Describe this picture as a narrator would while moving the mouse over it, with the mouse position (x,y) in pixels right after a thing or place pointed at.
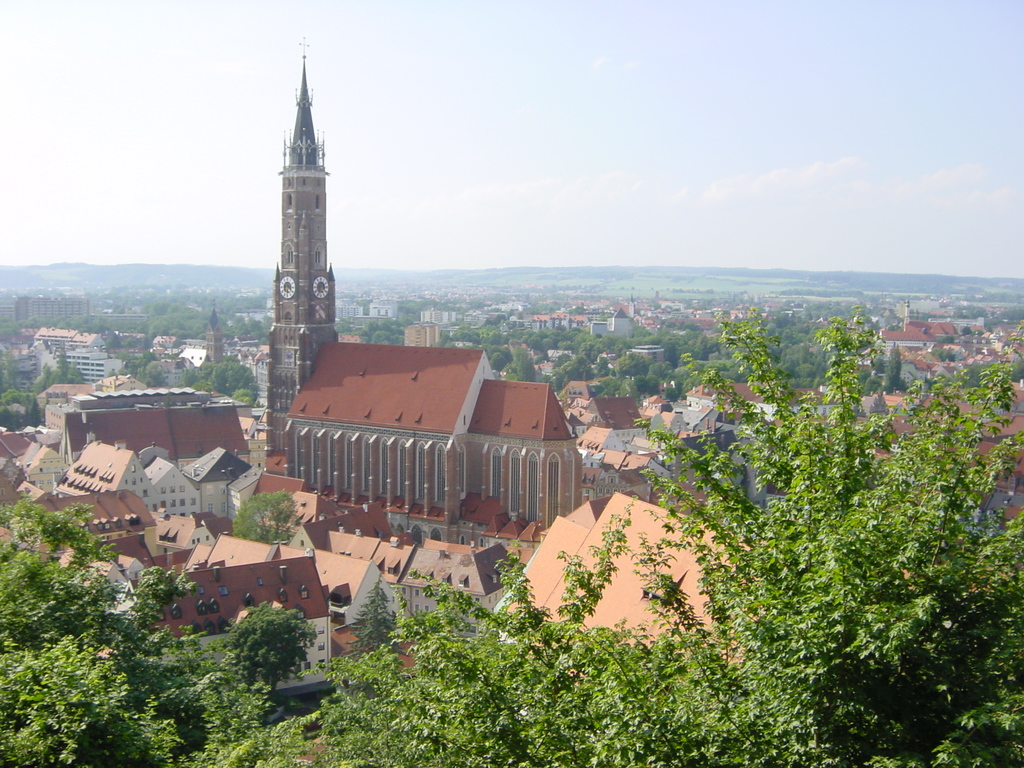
In this image we can see some houses (367,542) with roof (317,572) and pillars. We can also see some clock tower (302,365). On the backside (626,368) we can see a group of trees (697,346), houses (643,410), hills (530,278) and the sky (634,157) which looks cloudy.
